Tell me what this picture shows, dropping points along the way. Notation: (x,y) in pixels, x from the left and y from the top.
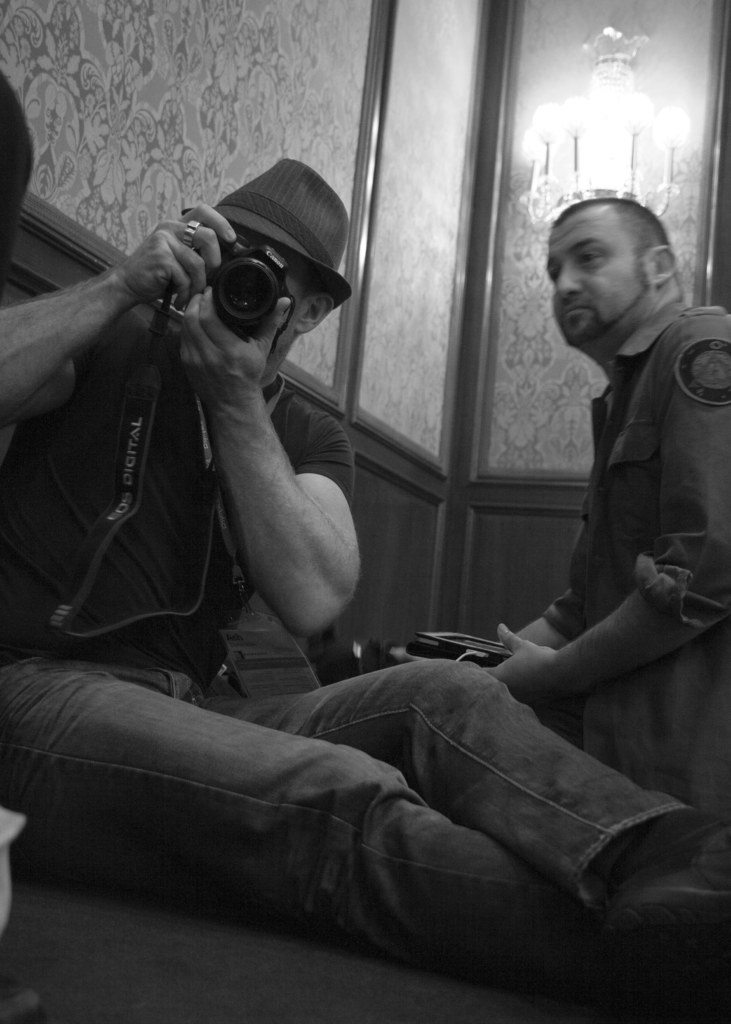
In the image we can see there are people (354,708) sitting on the ground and there is a man (188,370) holding camera (236,298) in his hand (286,310). He is wearing hat (313,176) and behind there are lights (561,132) kept on the wall (407,156). The image is in black and white colour.
